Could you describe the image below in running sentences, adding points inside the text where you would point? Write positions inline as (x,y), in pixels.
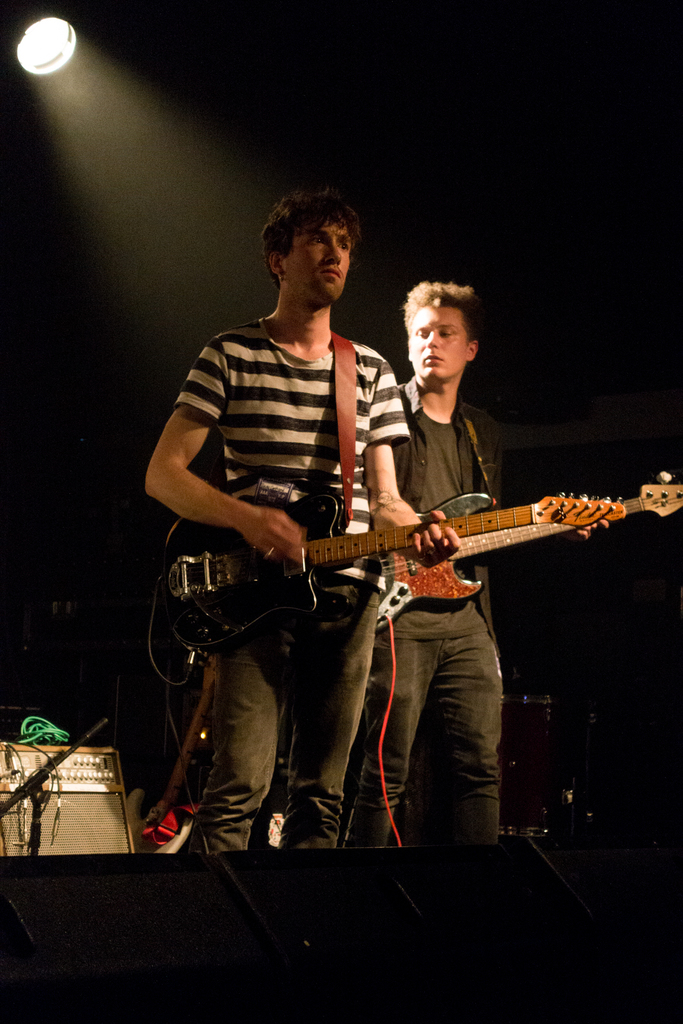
Here we can see two men (214,740) standing on a stage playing guitars (388,611) and there are other musical instruments (0,750) present behind them and we can see a light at the top (55,41).
